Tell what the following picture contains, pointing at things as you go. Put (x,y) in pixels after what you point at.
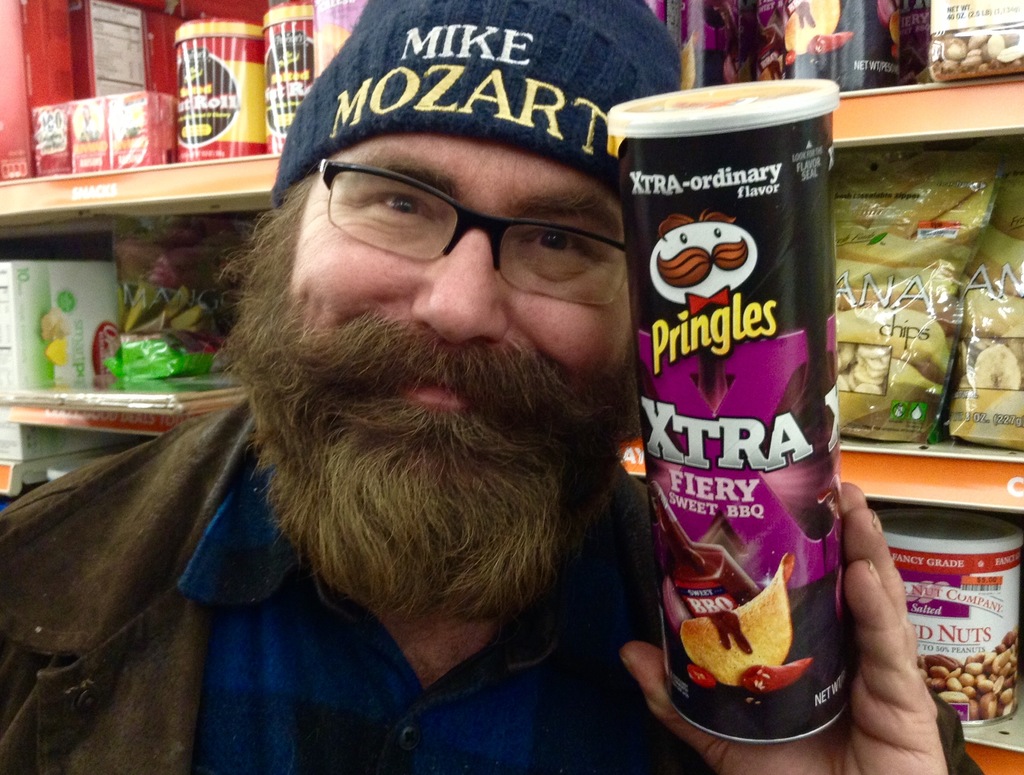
In this image, we can see a man (248,542) standing and holding a box (770,422), in the background (972,461), we can see shelves (972,461), there are some packets (50,128) and bottles (189,69) on the shelves (120,163).
